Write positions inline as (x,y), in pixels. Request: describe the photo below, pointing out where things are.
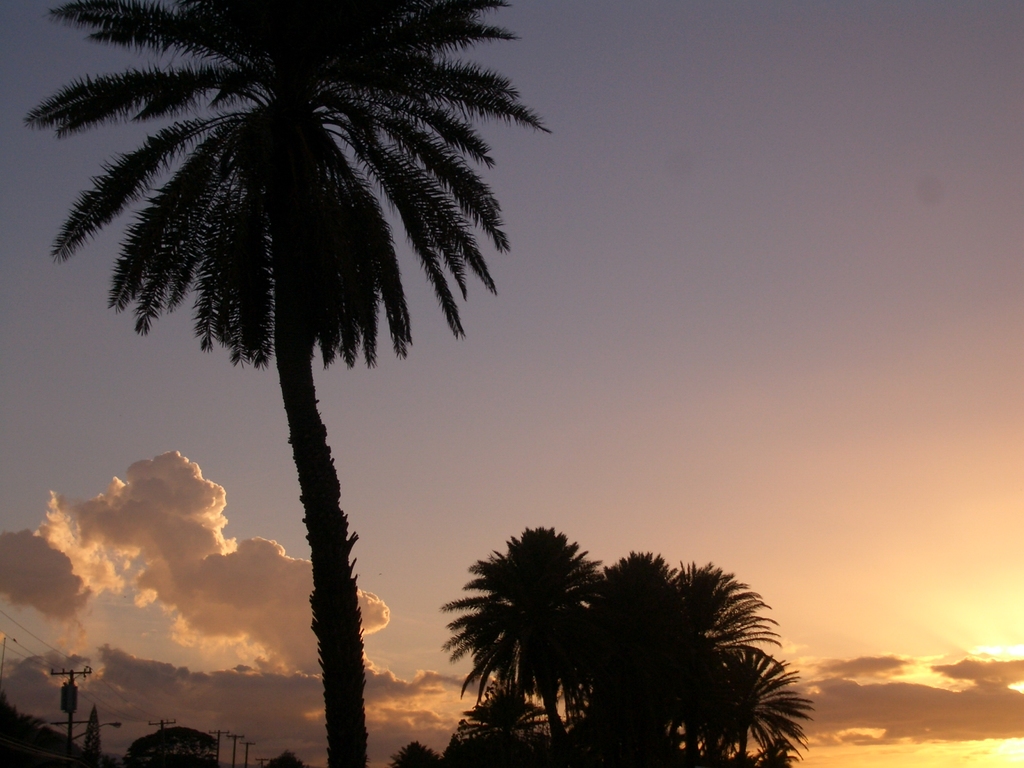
In this image, we can see trees (585,638) and there are poles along with wires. In the background (306,678), there is sunlight (972,632) and we can see some clouds (1001,667) in the sky (696,385).
